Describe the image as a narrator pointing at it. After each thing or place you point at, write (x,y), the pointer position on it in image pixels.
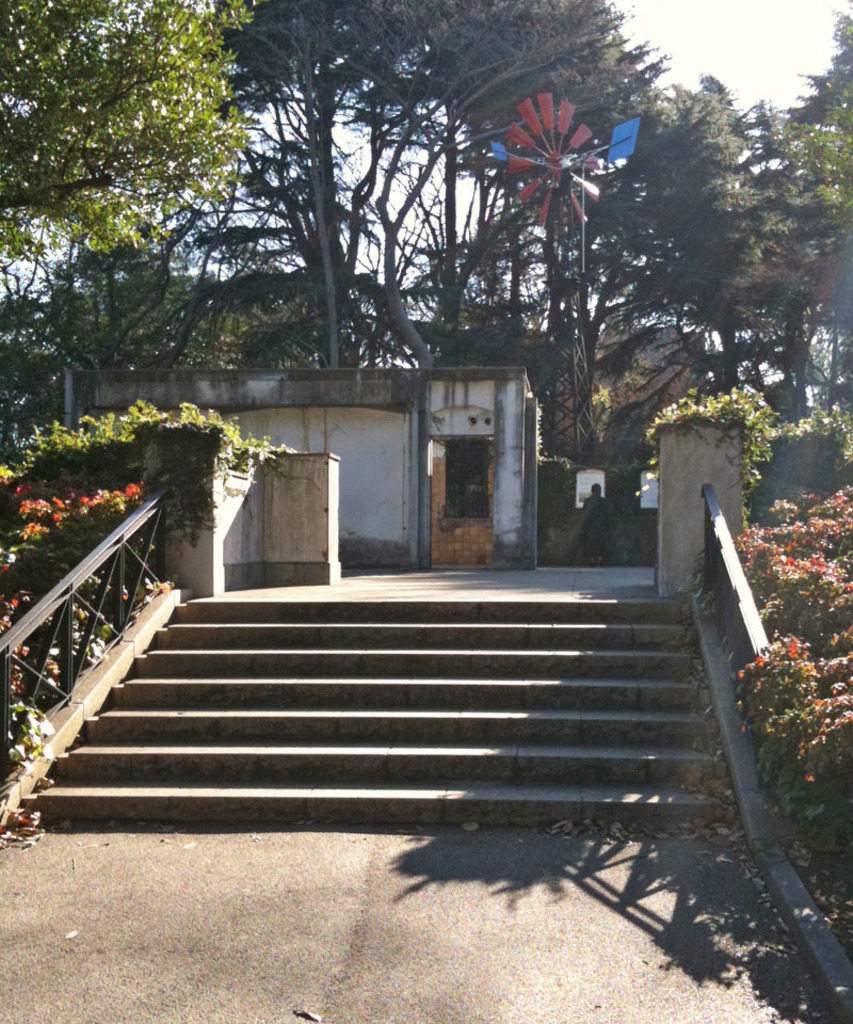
In this image there is a shed (496,400) and we can see stairs (315,768). There are plants (830,592). In the background (139,343) we can see trees (644,245) and there is sky (815,10). There is an object (568,182) and we can see a person (602,510).
